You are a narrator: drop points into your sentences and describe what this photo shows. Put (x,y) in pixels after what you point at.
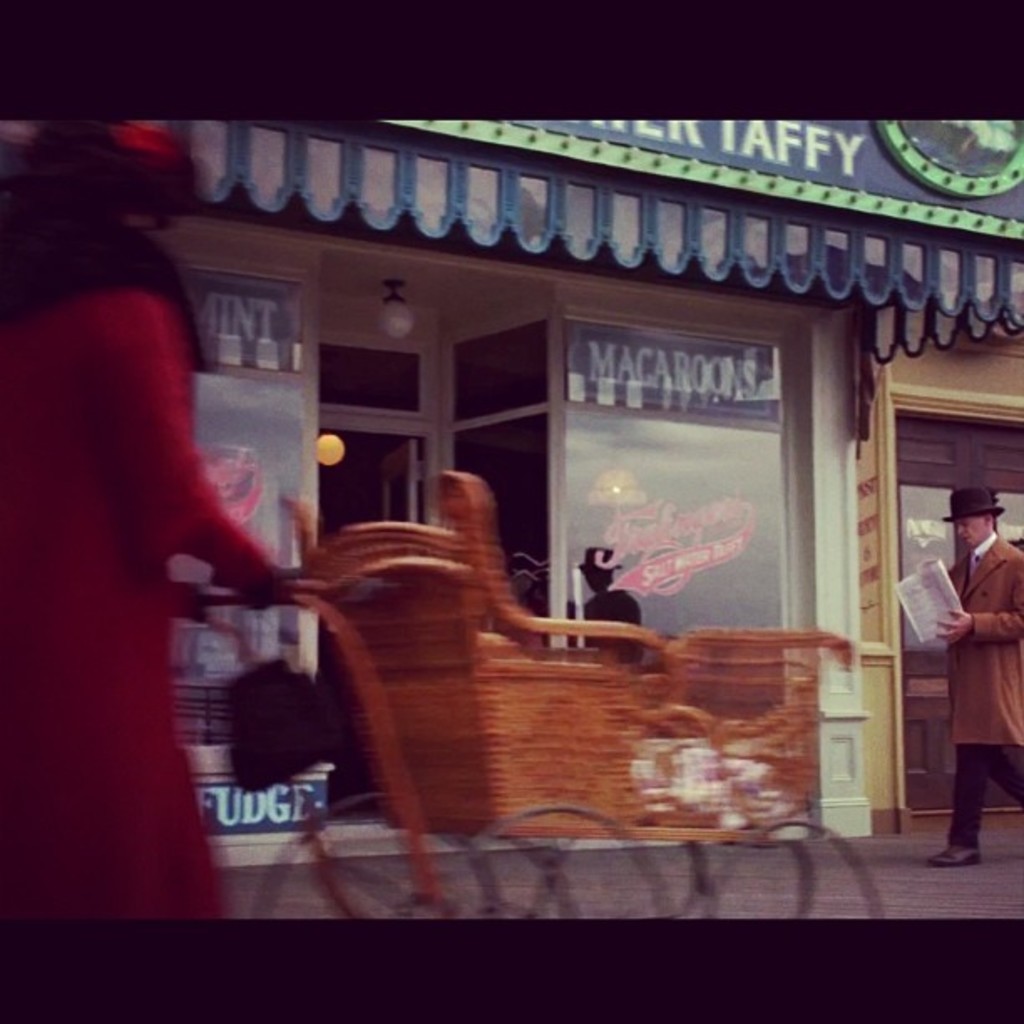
In this image I can see a person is holding brown color vehicle (320,615). Back I can see few stores (825,276), lights (393,287), glass windows (751,453) and door (971,467). One person (953,659) is holding paper (940,605).
